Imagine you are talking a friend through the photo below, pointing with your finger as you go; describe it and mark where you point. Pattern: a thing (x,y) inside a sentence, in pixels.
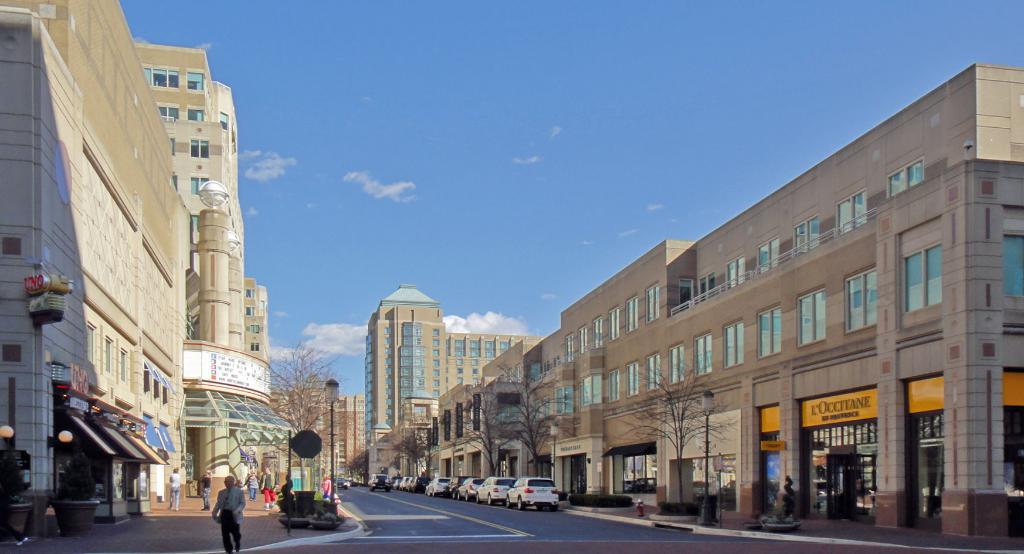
In the bottom left corner of the image (179,472) few people (228,535) are walking. In the middle of the image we can see some vehicles (354,483) on the road (415,509). Behind the vehicles (550,505) we can see some trees (309,348), poles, buildings (209,306) and plants (584,503). At the top of the image (374,32) we can see some clouds (340,336) in the sky (717,1).
